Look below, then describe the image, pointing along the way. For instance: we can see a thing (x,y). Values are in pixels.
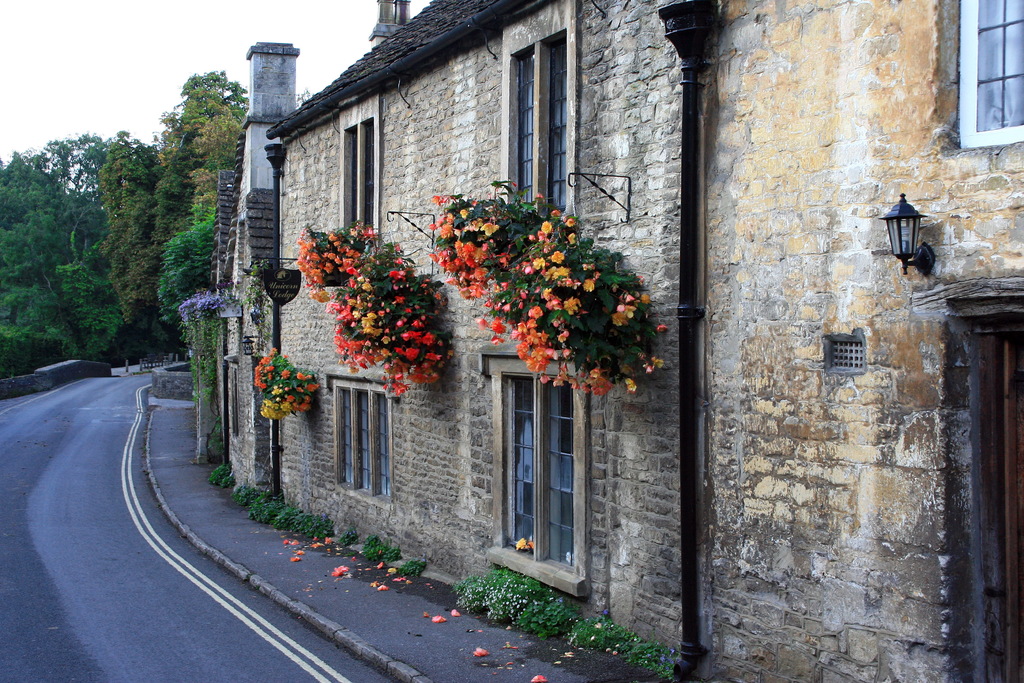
In the picture we can see a road (48,489) and beside it, we can see house building (949,600) with windows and some plants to the walls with flowers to it and in the background (45,261) we can see some trees (124,269) and behind it we can see a sky (126,95).
